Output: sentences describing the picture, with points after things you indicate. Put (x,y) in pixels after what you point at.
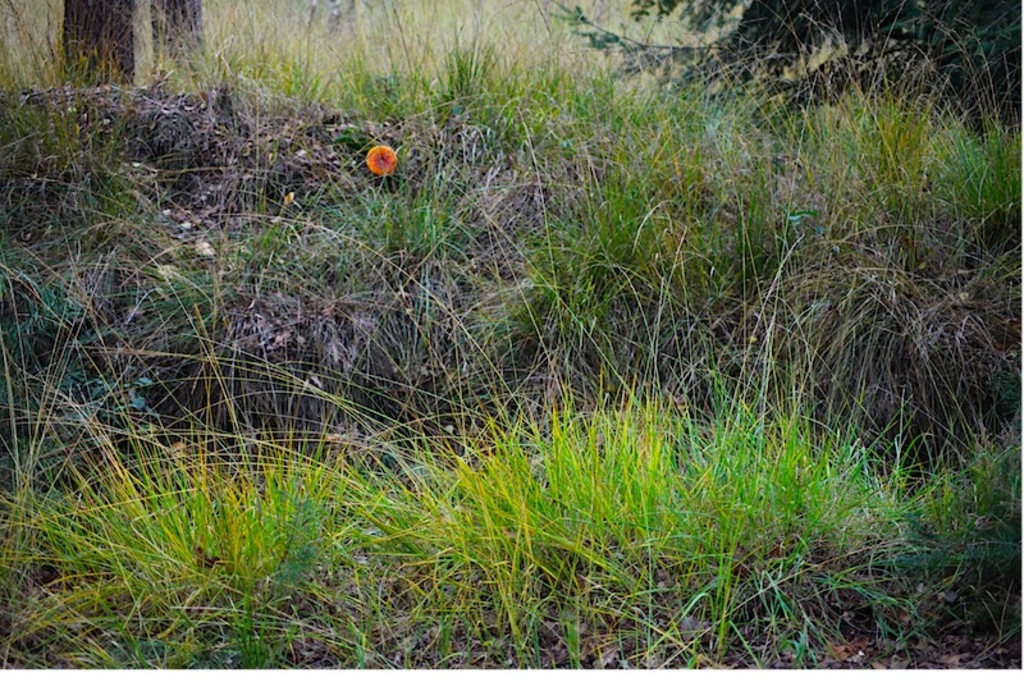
In this image, I can see the grass (505,272). At the top left side of the image (89,37), these look like the tree trunks (159,39). I think this is a flower (373,163).
